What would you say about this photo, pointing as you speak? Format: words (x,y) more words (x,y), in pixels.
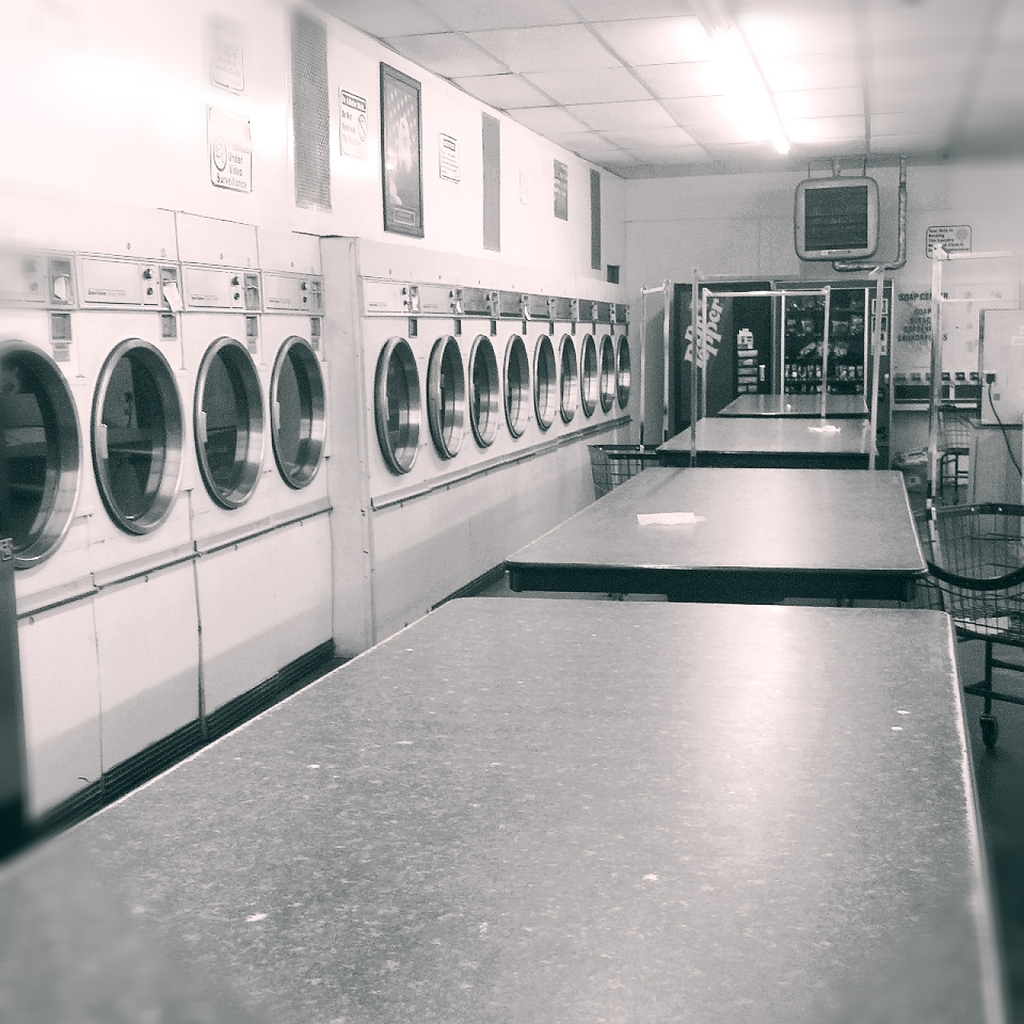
In the picture we can see tables (533,816) inside it, we can see washing machines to the walls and in the background (799,316), we can see some racks (803,364) with some items (801,331) placed in it and into the walls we can see some photo frames (398,153) and to the ceiling (825,145) we can see the lights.
